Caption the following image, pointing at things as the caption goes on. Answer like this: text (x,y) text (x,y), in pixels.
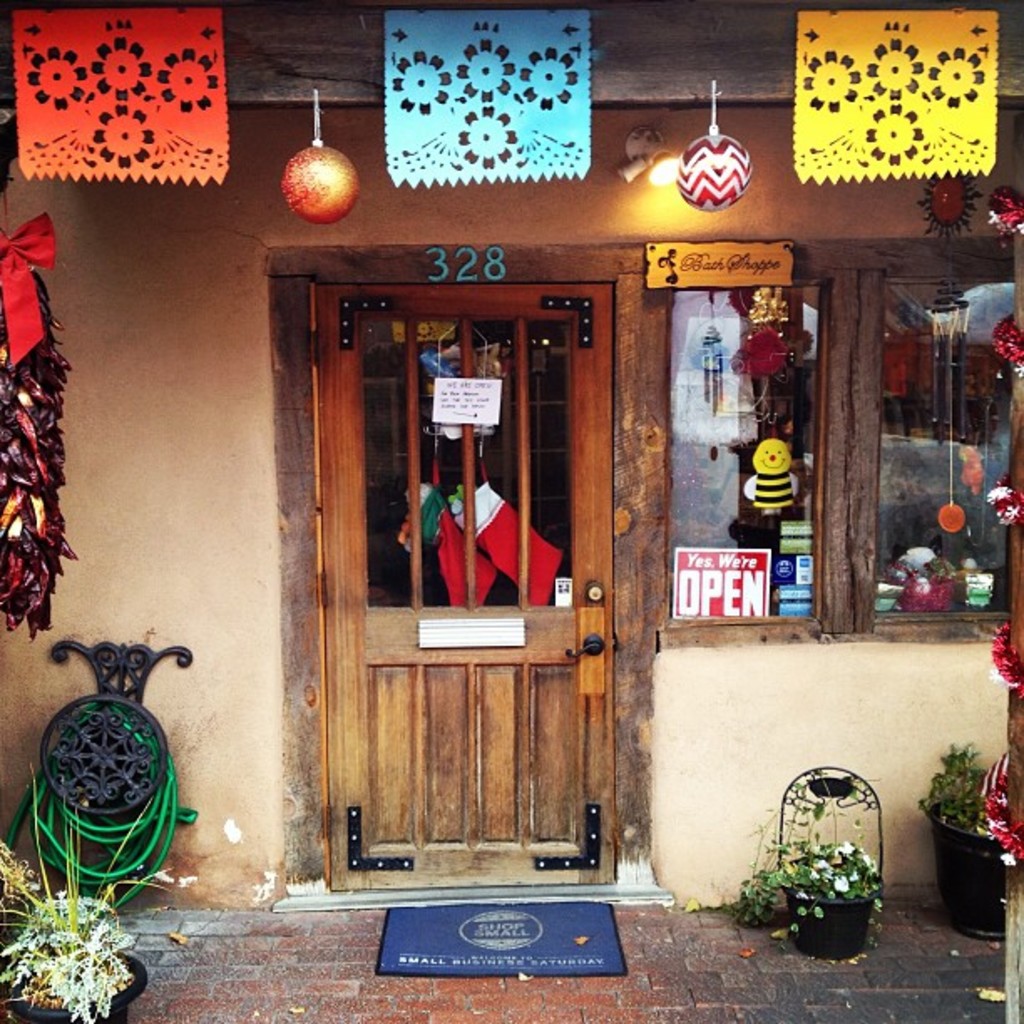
In this image I can see a stall (988,674), I can also see few lights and few colorful papers (574,131). Background (719,403) I can see few glass windows (741,392), plants (780,888) in green color and I can also see flowers (842,847) in white color, and I can also see few decorative items (1019,362).
